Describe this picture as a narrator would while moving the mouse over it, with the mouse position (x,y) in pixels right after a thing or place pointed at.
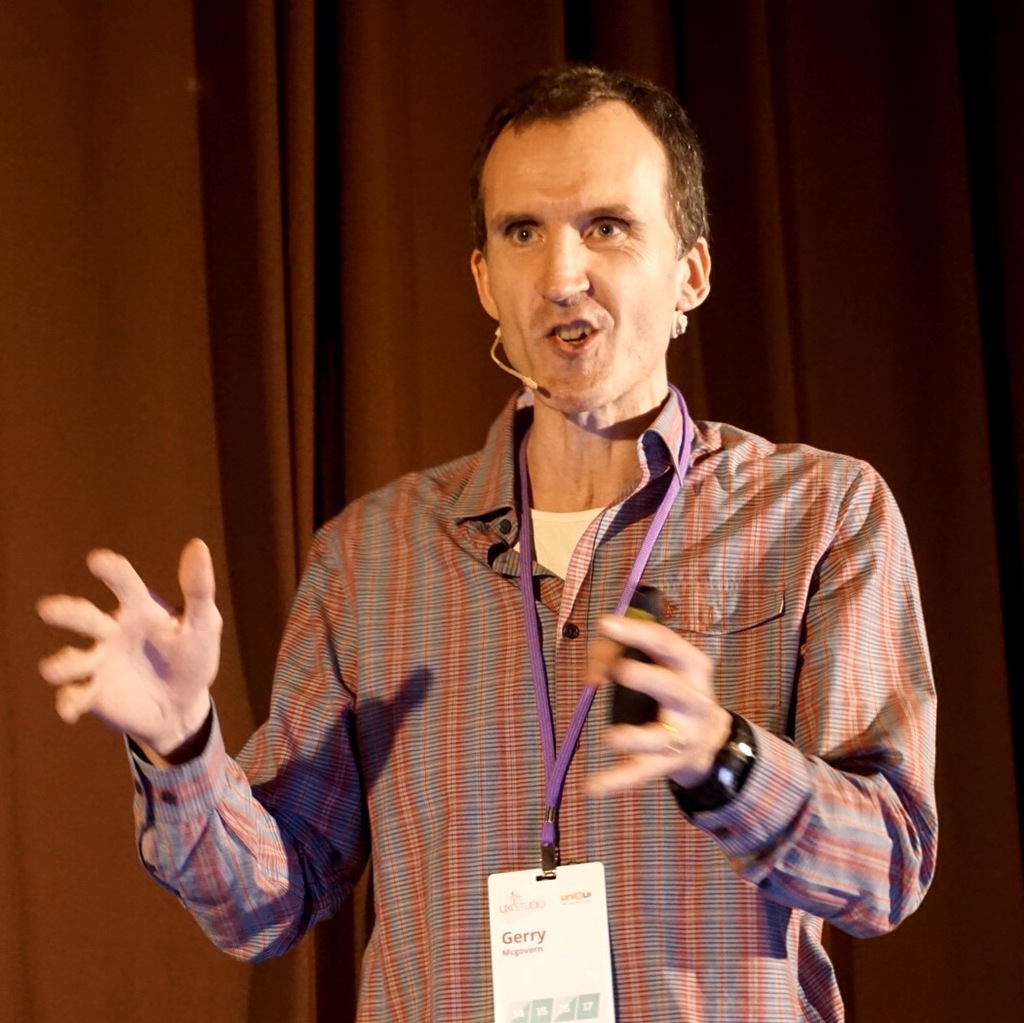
In this picture I can see a man (588,499) standing in front (702,523) and I see that he is wearing a shirt (543,577) and I can see an id card (567,1021) to the tag (526,617), which is around his neck (660,386). In the background (290,215) I can see the brown color curtain (423,465).
